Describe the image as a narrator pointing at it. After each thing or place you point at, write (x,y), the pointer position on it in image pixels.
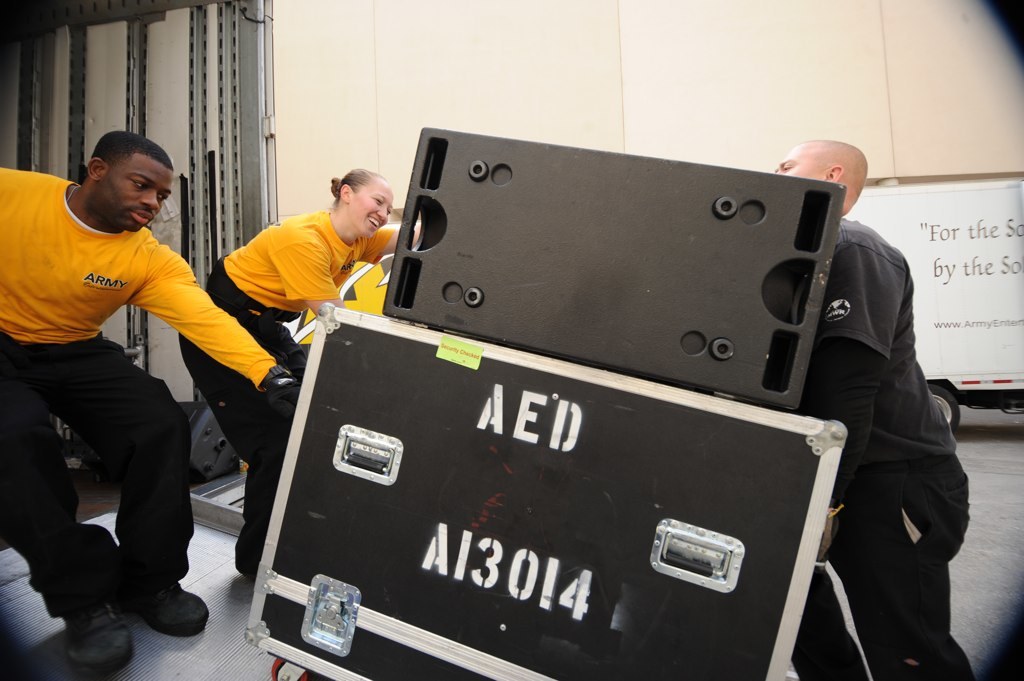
This picture seems to be clicked outside. In the center (350,235) we can see the group of persons (245,299) standing and we can see there are some objects (675,414). In the background (686,74) we can see the wall (644,89), text (941,235) on the vehicle (985,289) and we can see the ground (964,437) and some other objects (238,494) and the text (495,407) and numbers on a black color object (568,441).
